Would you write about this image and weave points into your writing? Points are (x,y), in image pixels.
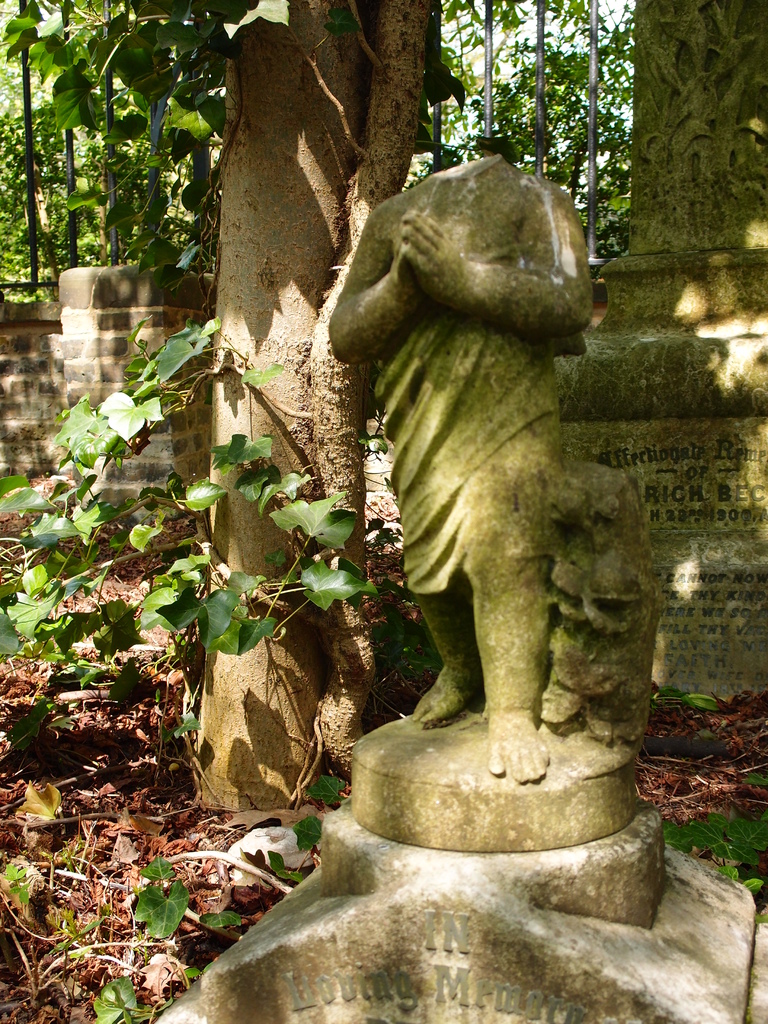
In the foreground of the picture (523,202) I can see the statue (414,307) and the head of the statue (484,217) is broken. I can see the trunk (278,190) of a tree (309,169) on the left side (222,477). There is a plant (207,556) on the left side (163,553). In the background (565,172), I can see the metal grill fence (538,123) and trees (476,94).
